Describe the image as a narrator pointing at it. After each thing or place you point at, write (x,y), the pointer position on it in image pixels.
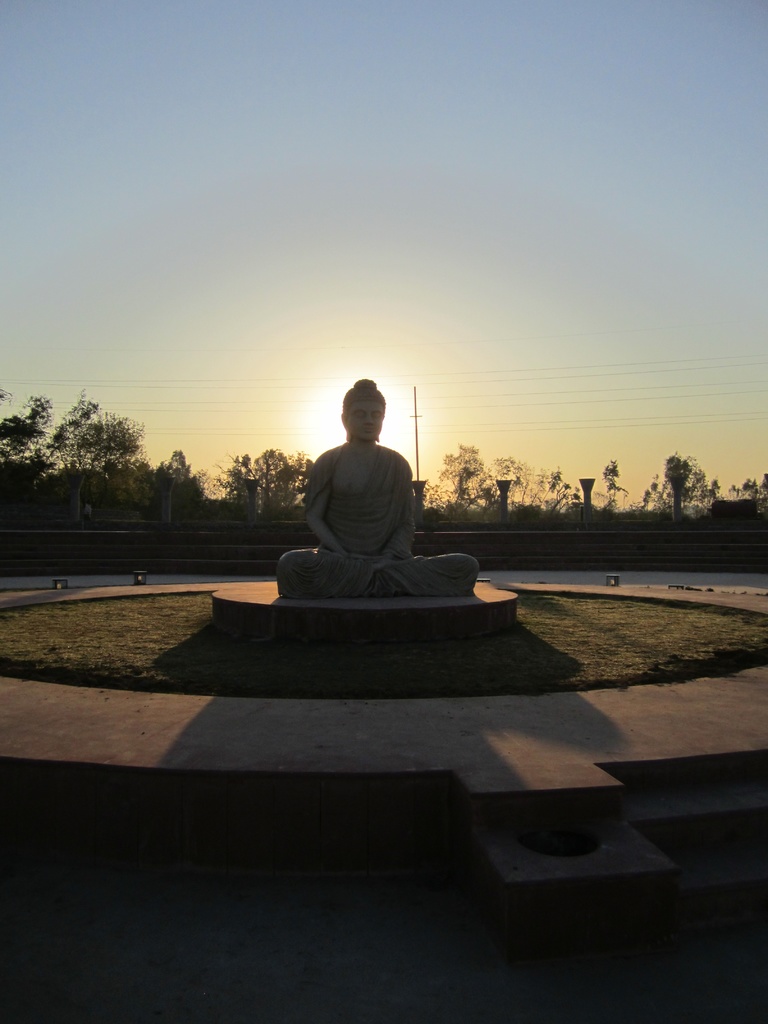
In this image there is a Buddha statue (410,491) in the middle (293,555). In the background (27,493) there are trees (554,477). At the top (321,325) there is the sky (275,131). There is a circular floor (679,723) around the statue (372,505).
